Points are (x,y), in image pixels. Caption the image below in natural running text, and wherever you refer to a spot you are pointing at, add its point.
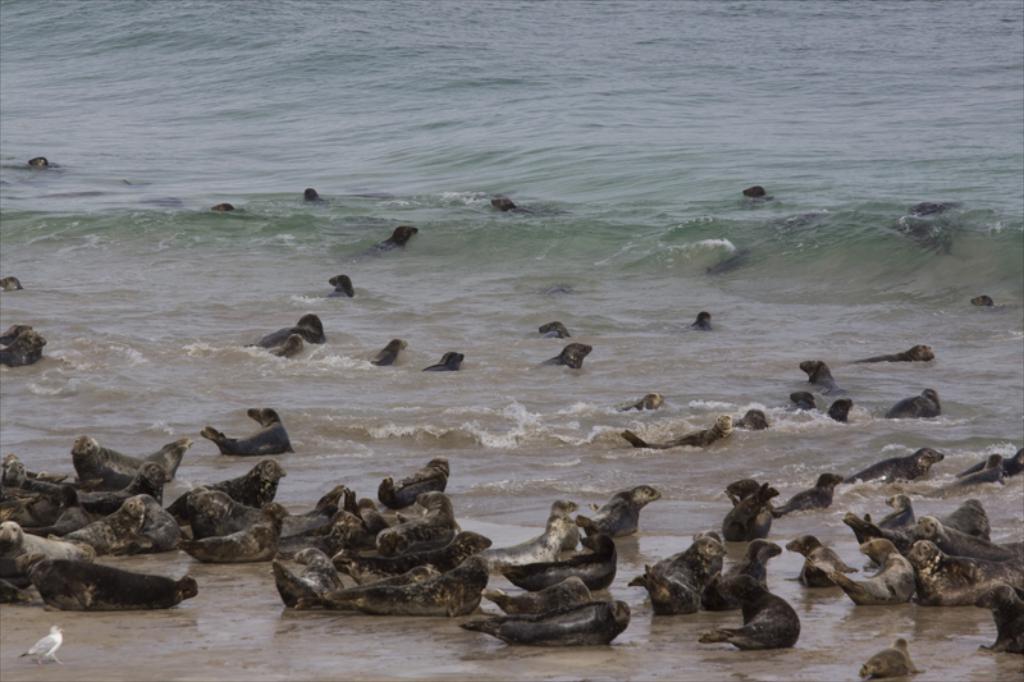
This image is taken on a sea beach (664,617) where there are seals (166,474) in the center (342,283) and there is a bird (55,648) in the front (46,656) on the left side (45,650) which is white in colour.
